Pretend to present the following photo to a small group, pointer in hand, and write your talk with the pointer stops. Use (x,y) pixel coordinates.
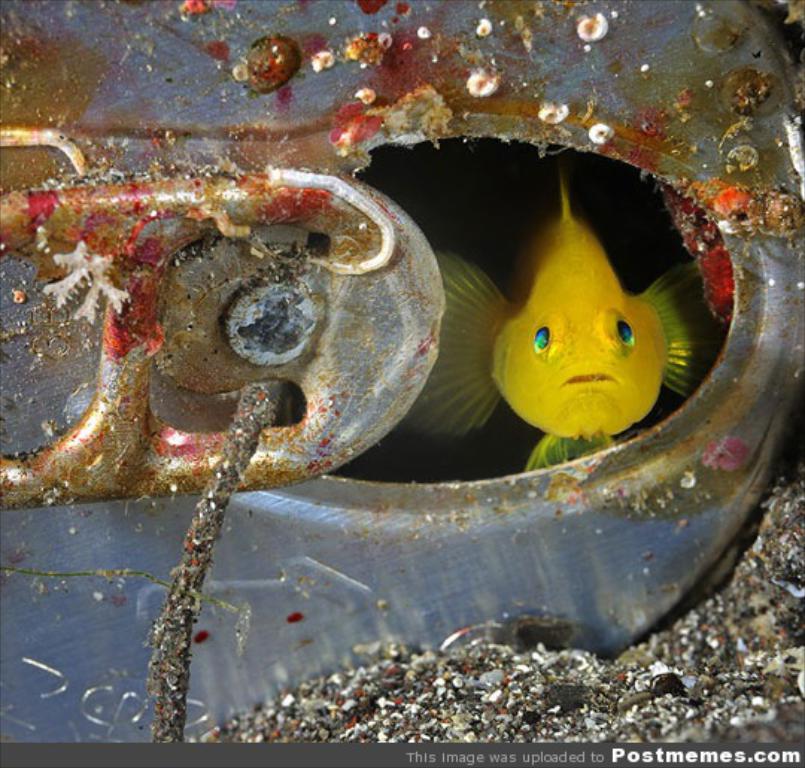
In this image we can see a fish (513,328) which is yellow in color.
